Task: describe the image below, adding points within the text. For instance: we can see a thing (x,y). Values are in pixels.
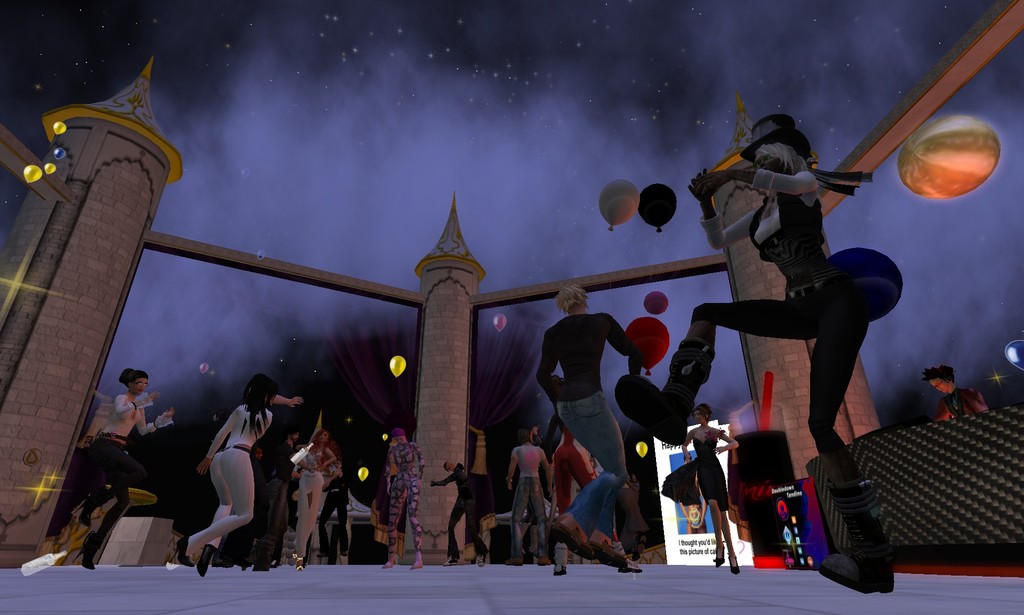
It is a graphical image. In the image we can see some people (814,423), balloons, wall (17,250) and banners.
